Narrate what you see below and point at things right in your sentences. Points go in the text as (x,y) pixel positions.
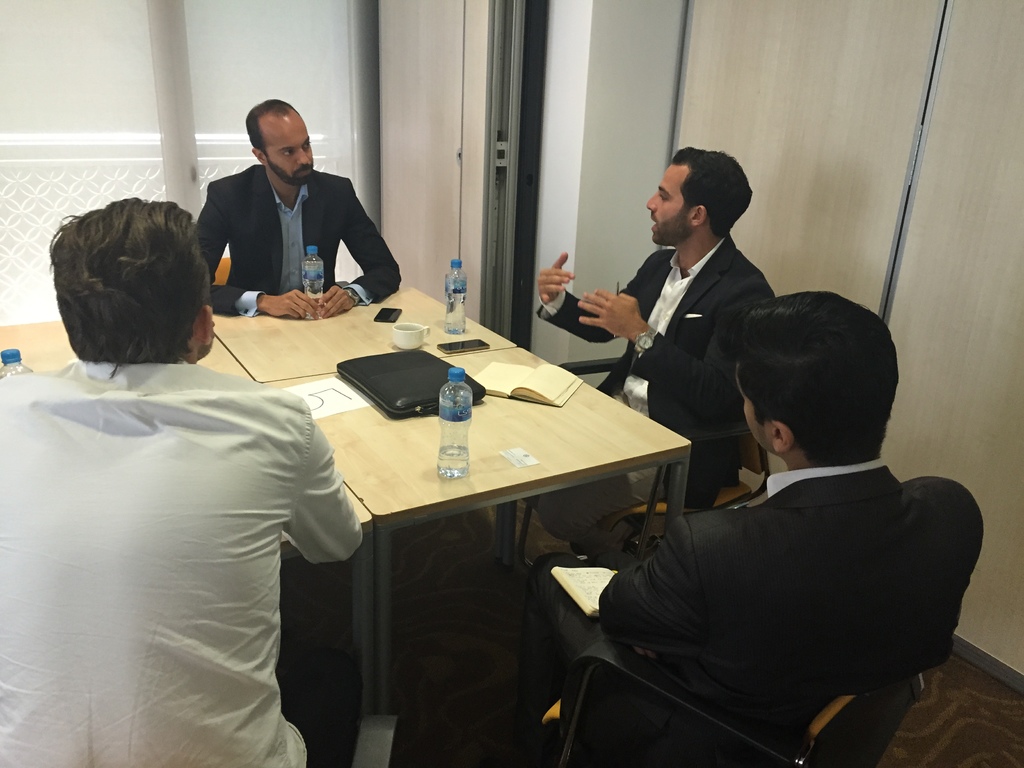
there are 4 people (159,355) sitting in a room (160,341) talking to each other. in the center (495,450) there is a table (509,443) on which there are bottles (459,453), cup (416,333), phones (476,345) and a book (507,375).
